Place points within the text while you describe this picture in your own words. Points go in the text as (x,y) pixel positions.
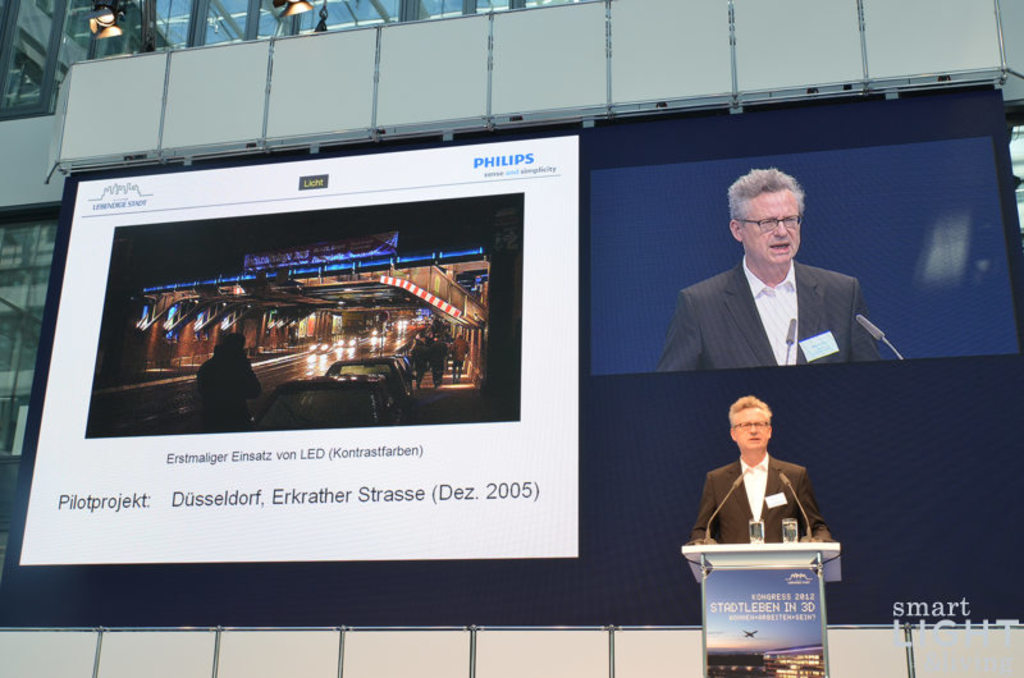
The man (760,464) in white shirt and black blazer (727,540) who is wearing spectacles (751,426) is standing in front of the podium (730,595) and he is talking on the microphone (710,525). On the podium (749,563), we see a water glass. Behind him, we see a projector screen (238,246) displaying something on it. Beside that, we see the projector (709,281) displaying the man (750,282) who is talking on the microphone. At the top of the picture (355,57), we see the building (273,89) and lights (292,14). This picture might be clicked in a conference hall (231,646).
